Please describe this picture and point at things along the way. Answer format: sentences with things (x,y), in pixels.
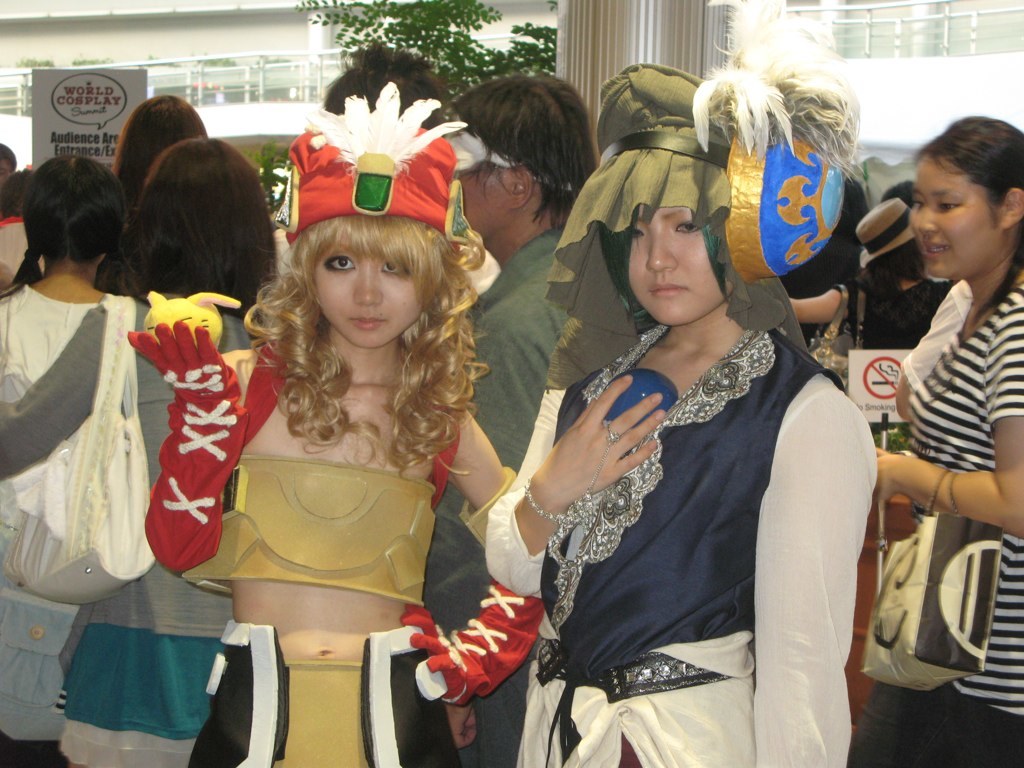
In the left side (335,729) a beautiful girl (386,544) is standing, in the right side (806,239) there is another girl (751,524) is standing, she wore a navy blue color vest (690,562), behind them there are few other girls (99,697) are standing.
